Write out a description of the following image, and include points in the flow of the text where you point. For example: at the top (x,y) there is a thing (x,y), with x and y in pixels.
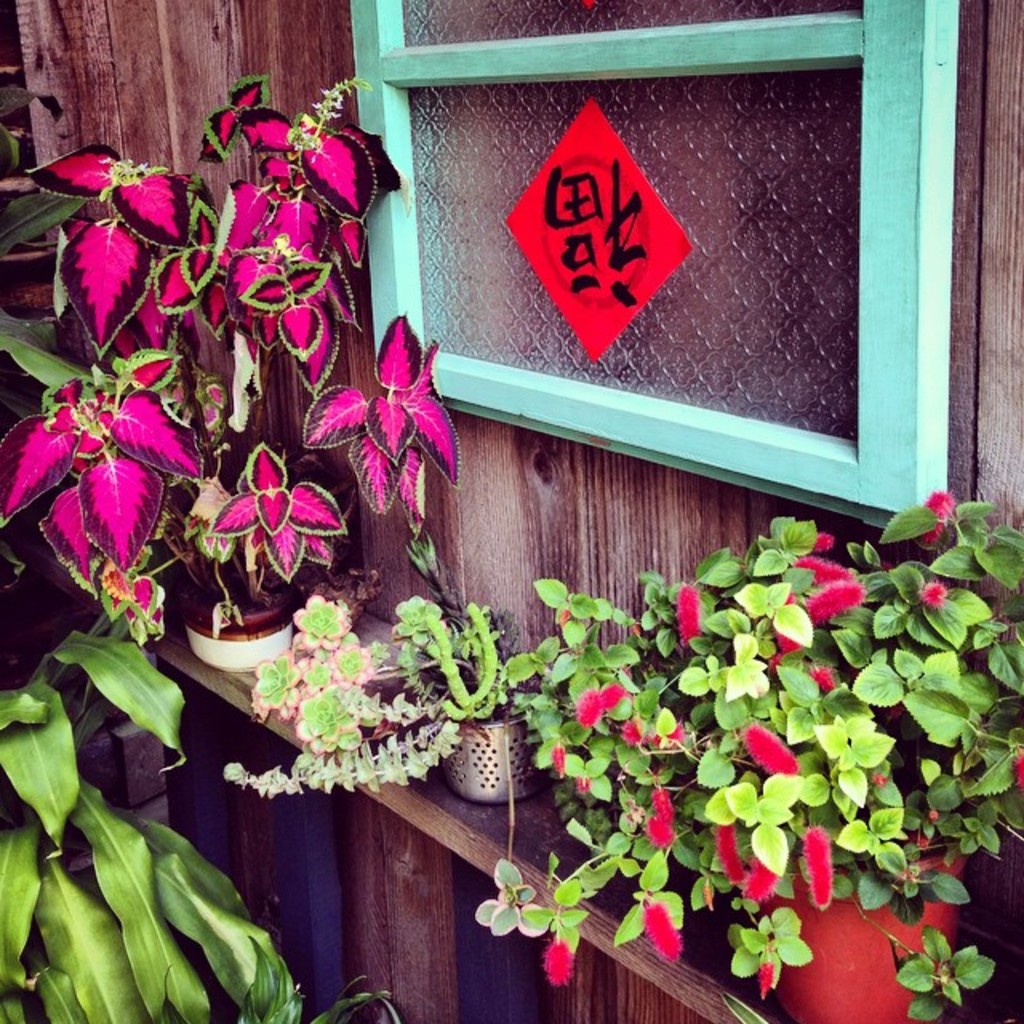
In the image we can see the plant pots (418,561), wooden wall (357,355) and the window (668,183).
